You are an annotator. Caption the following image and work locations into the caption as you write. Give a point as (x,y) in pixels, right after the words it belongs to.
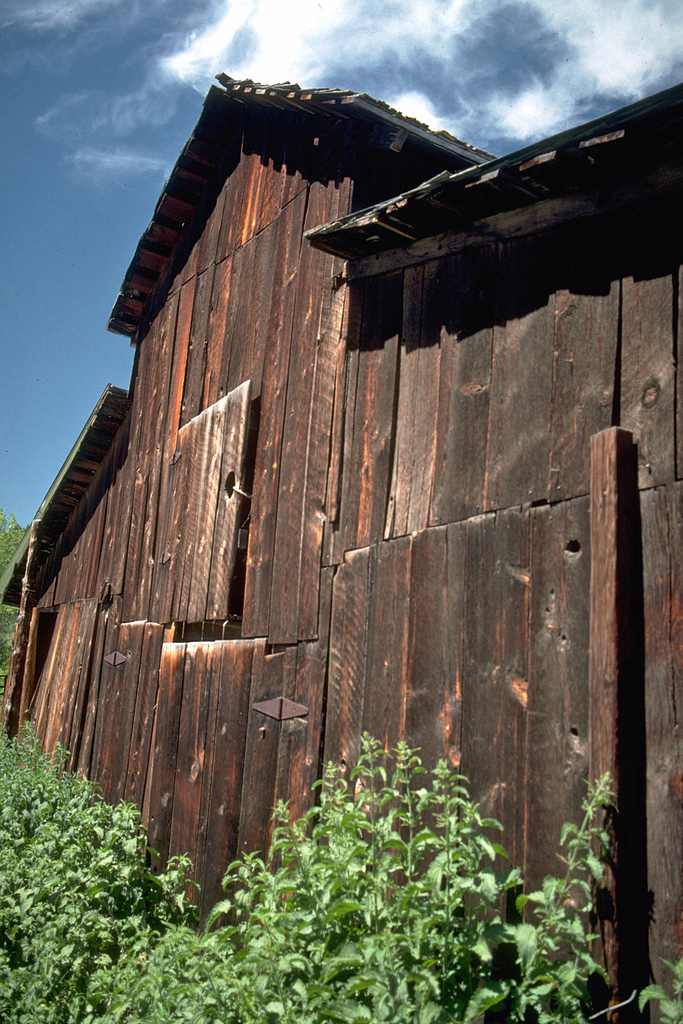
In this picture, we can see wooden house (281,633), plants (463,879) and the sky (143,98) with clouds (318,64).
